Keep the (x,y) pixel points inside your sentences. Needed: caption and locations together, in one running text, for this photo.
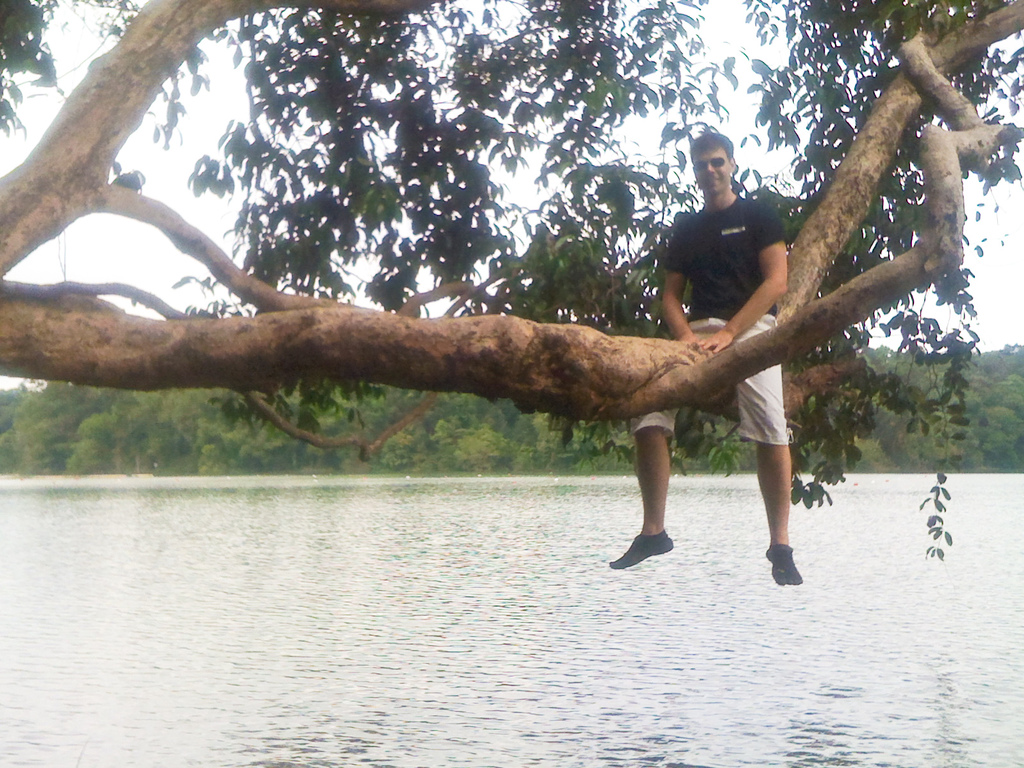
In this picture we can observe a person (708,247) wearing black color t-shirt (707,231) and spectacles (723,160) sitting on the branch (575,369) of a tree (709,361). He is smiling. We can observe a river (401,682) flowing. In the background (279,443) there are trees (494,454) and a sky (168,248).
